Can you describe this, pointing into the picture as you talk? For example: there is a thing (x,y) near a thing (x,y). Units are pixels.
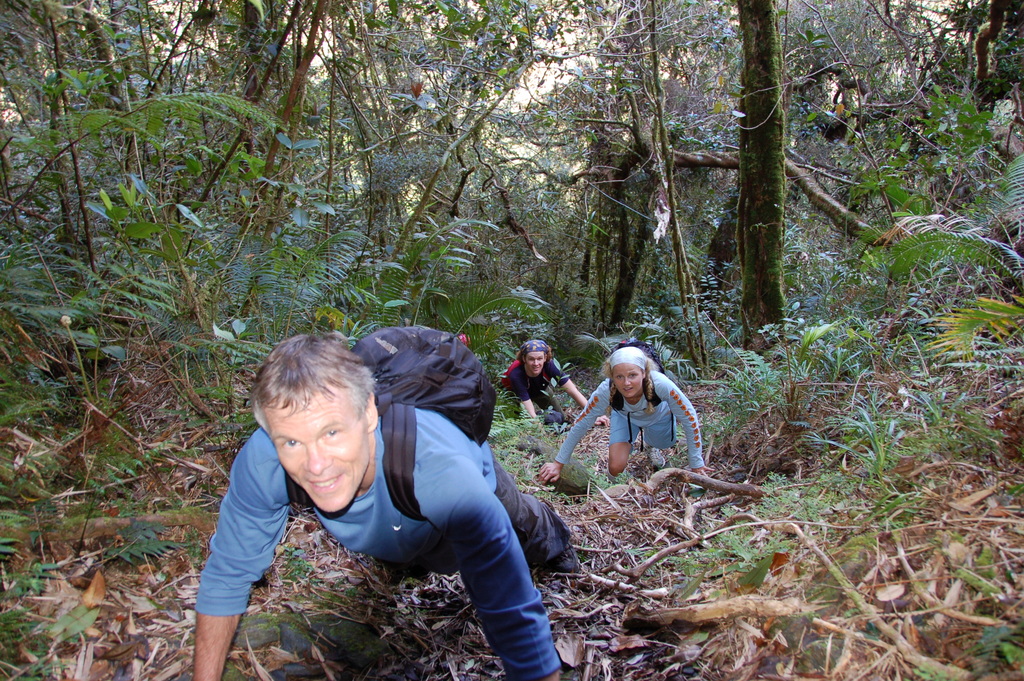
In this image we can see people (544,650) wearing bags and we can also see trees (623,237) and plants (544,194).
